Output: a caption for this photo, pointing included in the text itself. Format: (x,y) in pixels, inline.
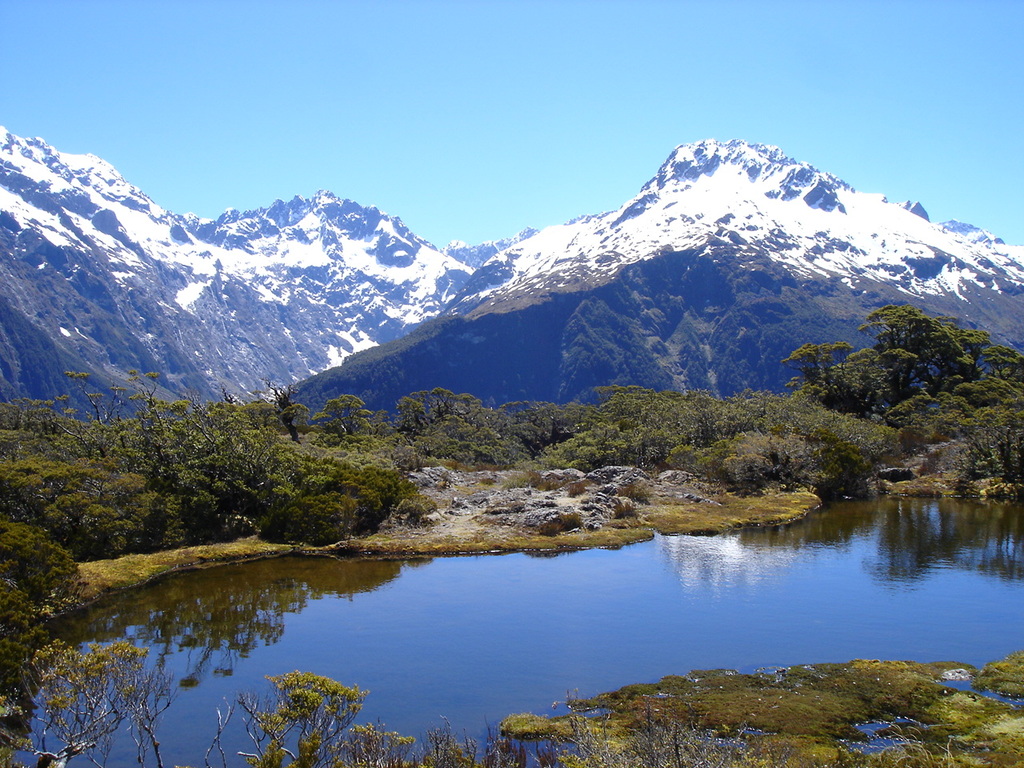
In this image, we can see so many trees (5,557), plants (37,591), rocks (522,507) and water (477,634). In the background (337,241), there is the sky (1023,230), mountains (497,241) and snow (965,275).
